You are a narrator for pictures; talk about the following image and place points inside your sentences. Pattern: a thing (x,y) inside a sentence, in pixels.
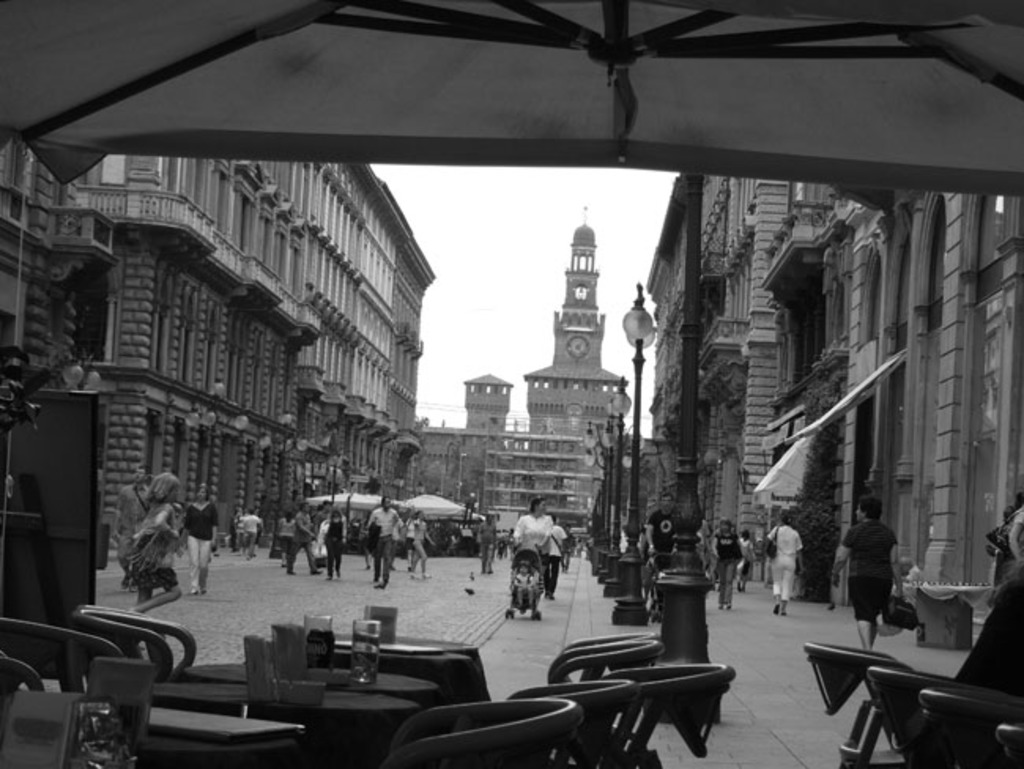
In this image we can see many people (378,509). There is a sky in the image. There are few umbrellas (810,85) in the image. There are many tables (451,697) and chairs (582,723) in the image. There are few objects (283,656) on the table (220,674). There is a tree (823,514) in the image. There are many street lamps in the image.
